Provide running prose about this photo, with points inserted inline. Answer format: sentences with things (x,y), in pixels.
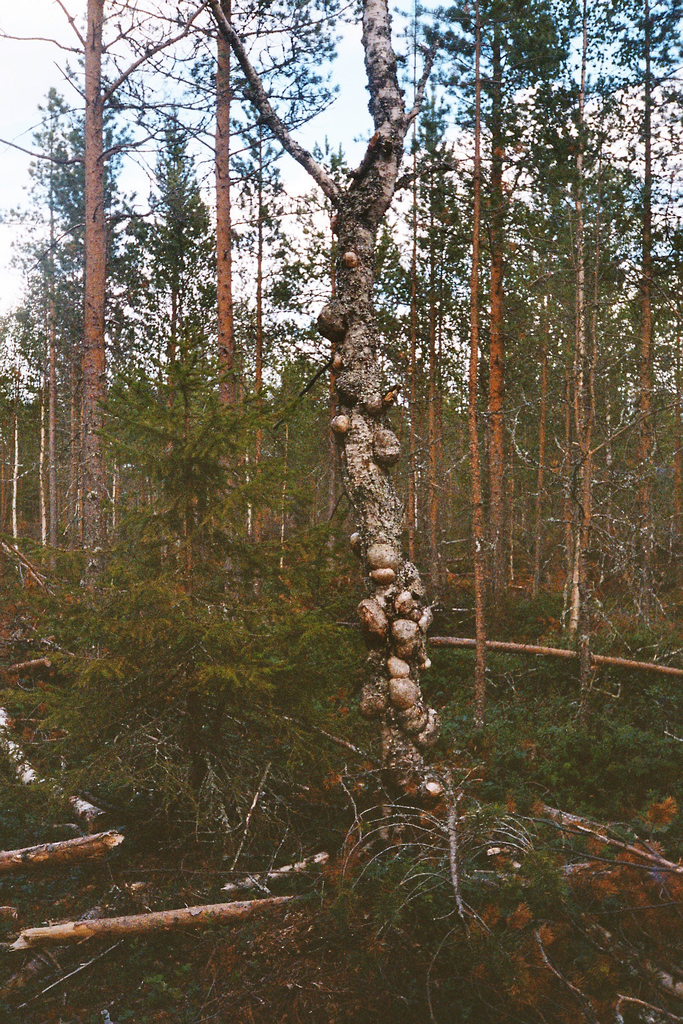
At the bottom (108,830) there are cut down trees (110,843) and grass (135,964) on the ground (483,753). In the background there are trees (292,400) and clouds (268,278) in the sky (552,277).
